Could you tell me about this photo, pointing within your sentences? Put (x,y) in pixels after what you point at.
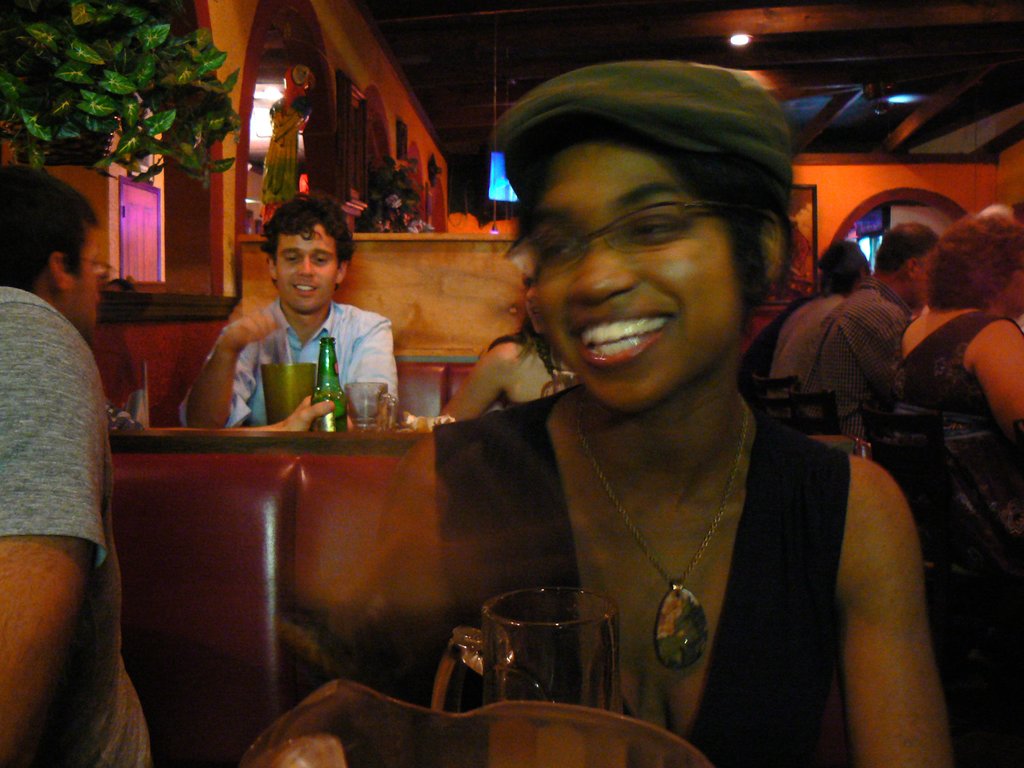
In this picture we can see some people (863,301) are sitting, a person (655,585) in the front (669,606) is smiling, we can see a glass (566,668) at the bottom (558,642), there is a bottle (327,387) and glasses (350,399) in the middle (373,403), on the left side (161,120) we can see a plant (191,162), there is a light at the top of the picture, it looks like a photo frame (809,221) in the background (809,209).
